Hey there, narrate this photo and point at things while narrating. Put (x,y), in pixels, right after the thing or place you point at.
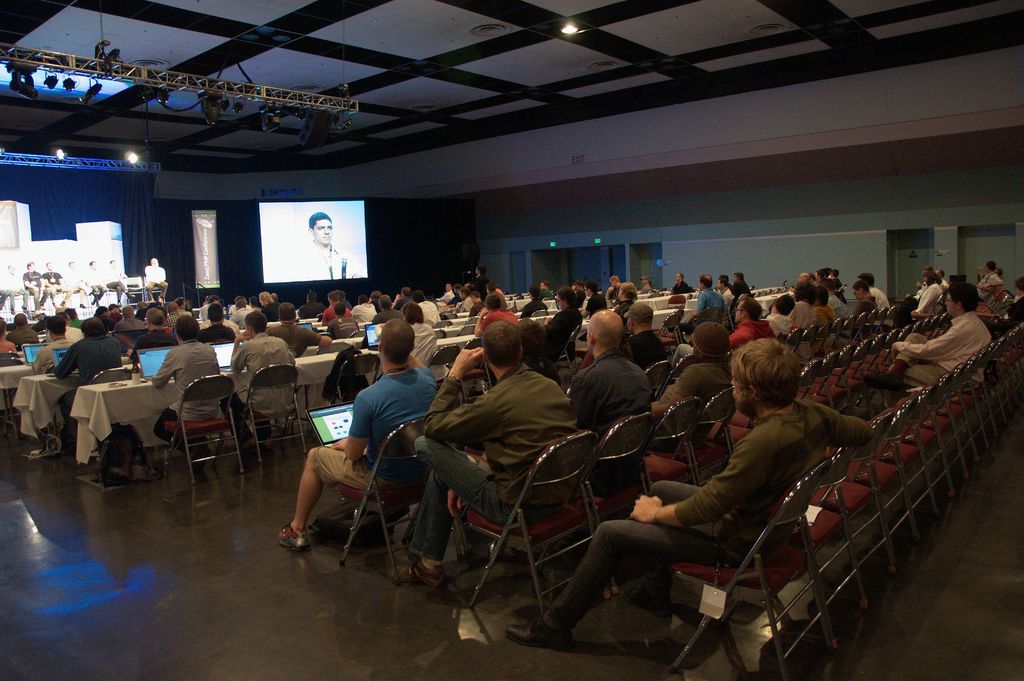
In the image there are many people (532,450) sitting on chairs (383,502) with laptops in front of them staring in the front (107,305), there is a screen (320,256) in the back (119,297) with some people (13,278) standing and sitting on the stage (81,273) on left side (151,288).
